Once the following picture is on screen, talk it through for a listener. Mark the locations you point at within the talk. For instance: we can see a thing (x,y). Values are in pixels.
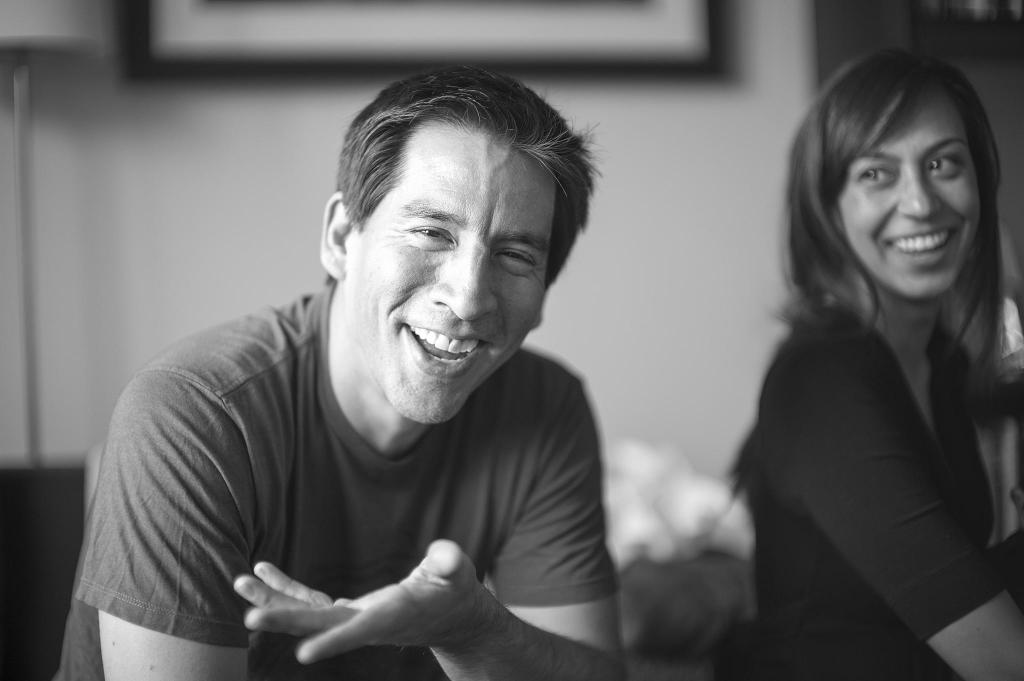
In this image I can see few people (480,257) are sitting. I can also see smile on their face (381,321) and I can see this image is little bit blurry from background (743,20). I can also see this image is black and white in colour.
